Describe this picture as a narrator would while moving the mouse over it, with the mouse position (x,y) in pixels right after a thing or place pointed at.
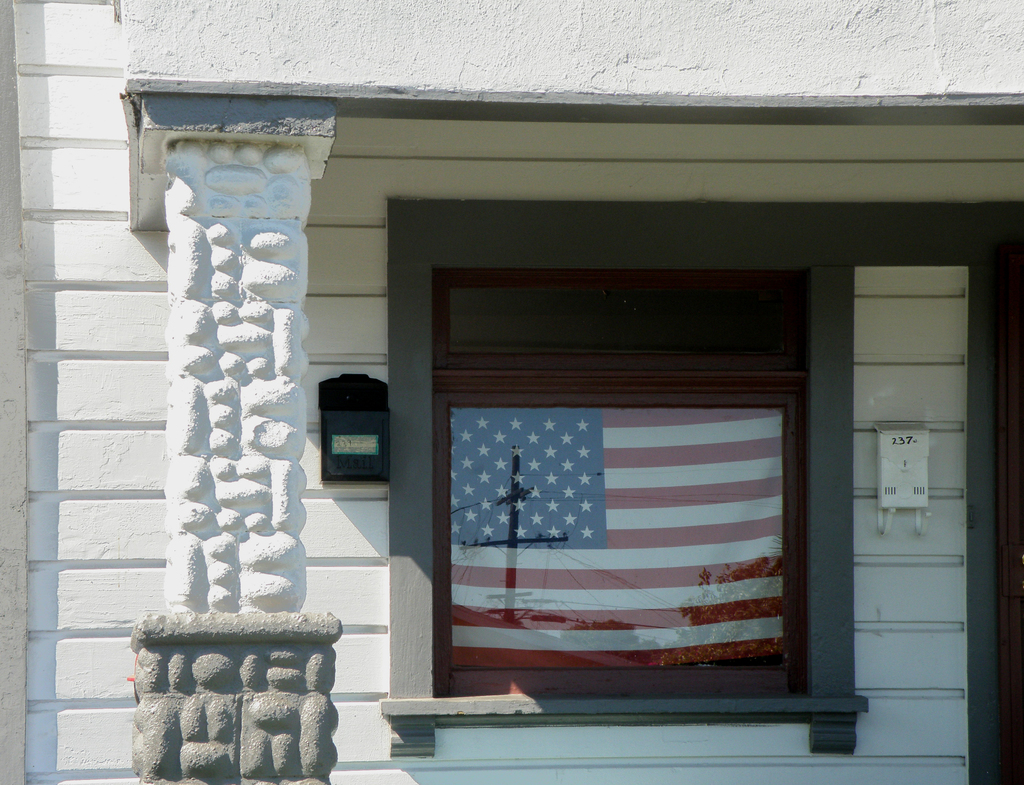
In this image we can see a building (440,399) with windows (470,527) and a pillar (280,380), there is a flag (470,527) on the window glass (539,468), we can see some objects (339,425) on the wall (336,358).
